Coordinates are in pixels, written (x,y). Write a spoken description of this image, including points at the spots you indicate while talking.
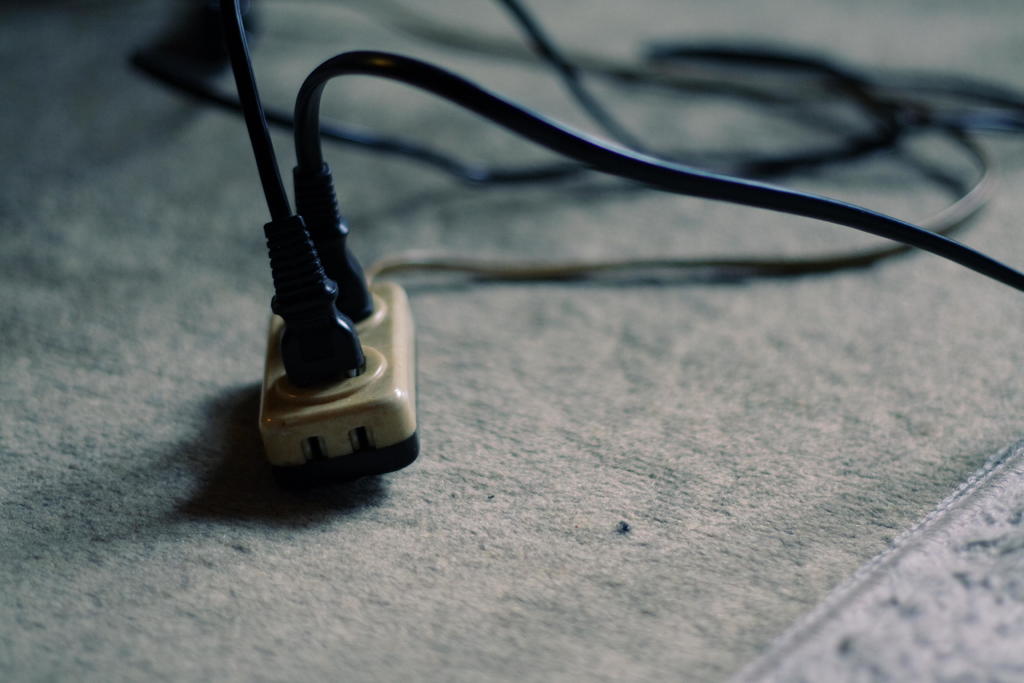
In this image I can see a plug board (376,404) which is in brown color and I can also see two wires (323,218) in black color.
